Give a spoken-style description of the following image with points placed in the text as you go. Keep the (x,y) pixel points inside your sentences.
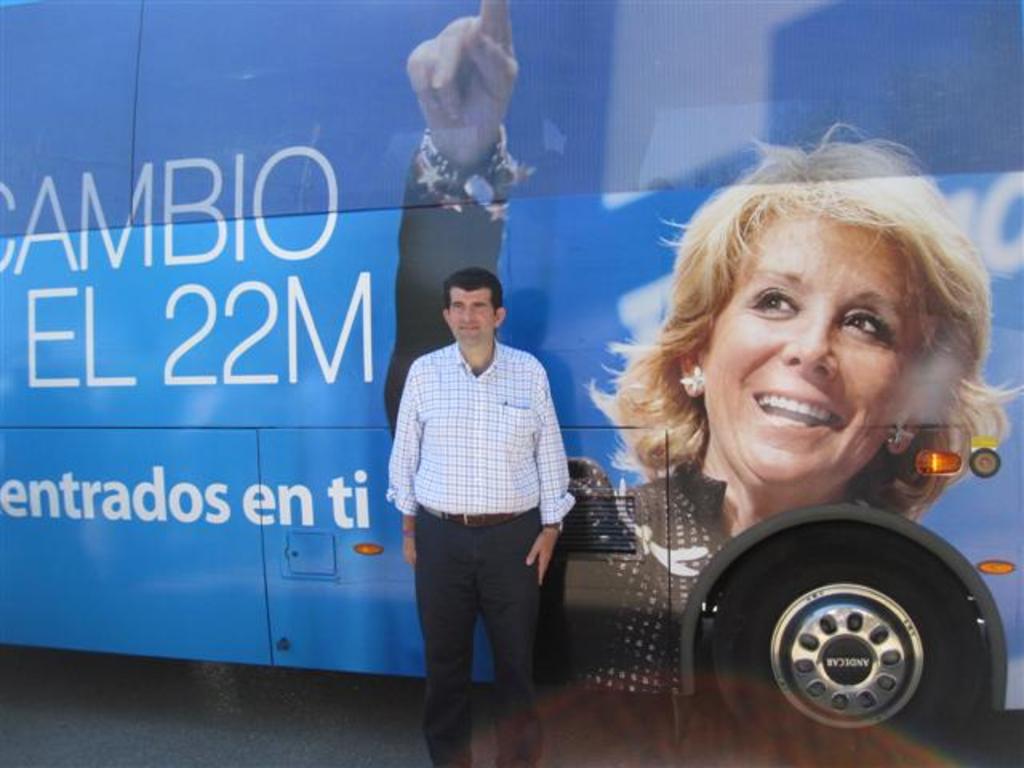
In the image we can see there is a person (422,428) standing and behind him there is a bus (667,282) on which there is a woman photo (795,355). The bus (73,618) is in blue colour.
